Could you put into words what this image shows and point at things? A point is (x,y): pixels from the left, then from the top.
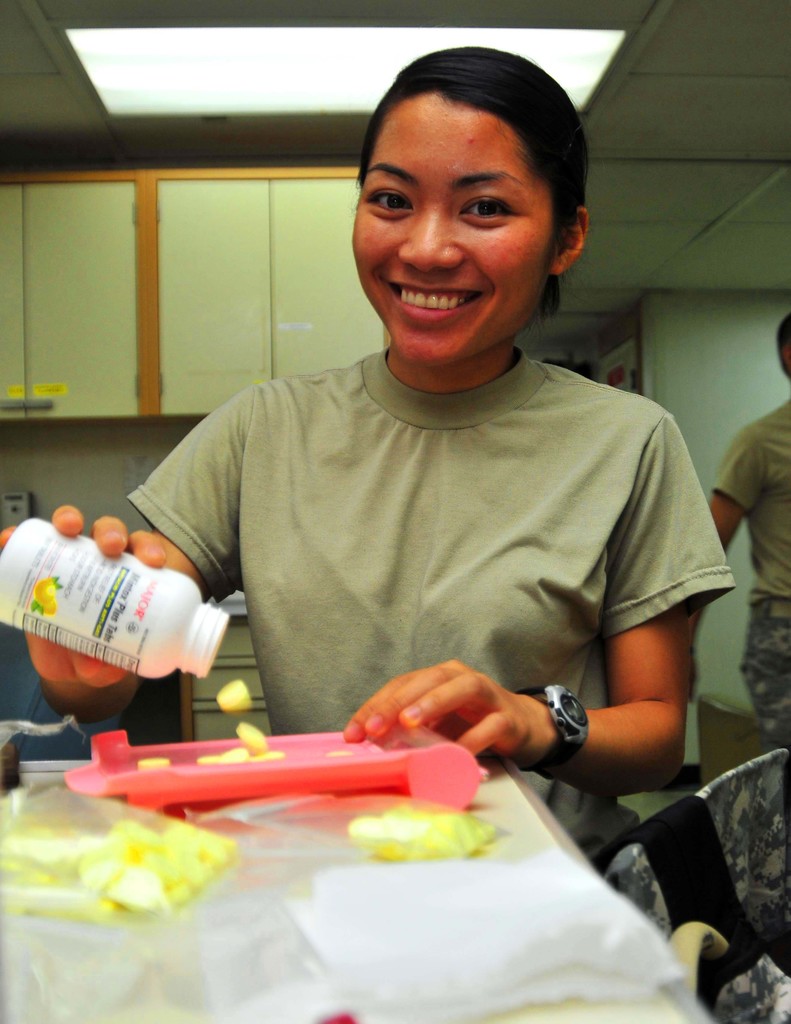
At the bottom of the image (522,776) we can see a table (491,793). On the table (281,829) we can see the plastic covers (263,837), food items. Beside the table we can see a lady (423,592) is standing and smiling and holding a bottle (137,579). In the background of the image (31,278) we can see the cupboards (183,373), wall (133,441) and a person (768,527). At the top of the image (676,75) we can see the ceiling (658,65) and light (227,50).
